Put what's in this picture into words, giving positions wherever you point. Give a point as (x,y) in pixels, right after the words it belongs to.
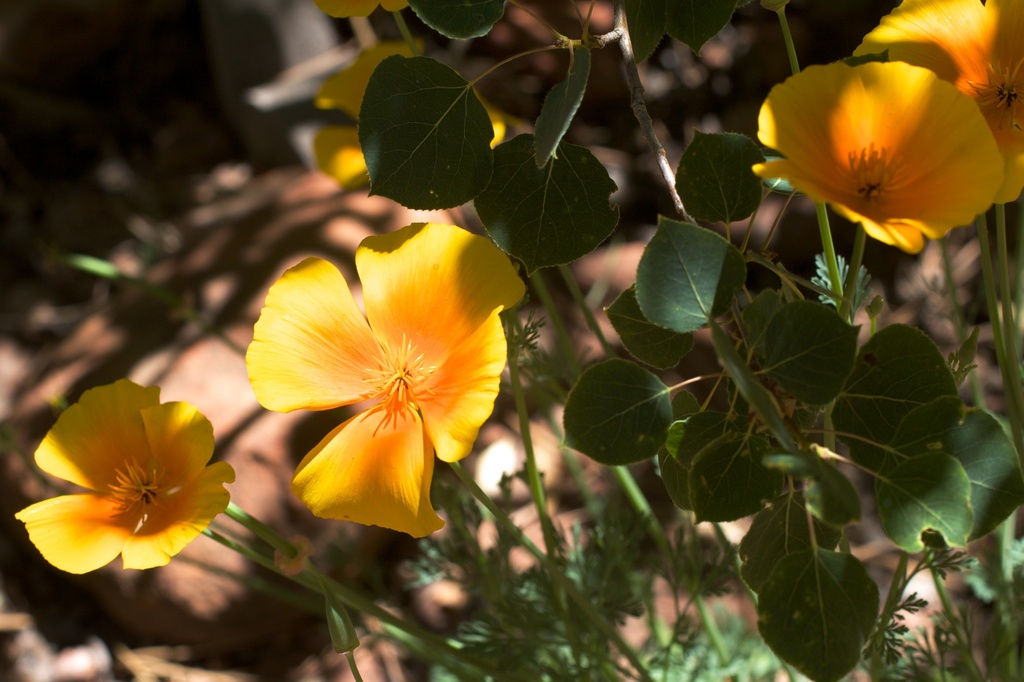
In this image, we can see some yellow color flowers (472,382) and there are some green color leaves (670,318).
